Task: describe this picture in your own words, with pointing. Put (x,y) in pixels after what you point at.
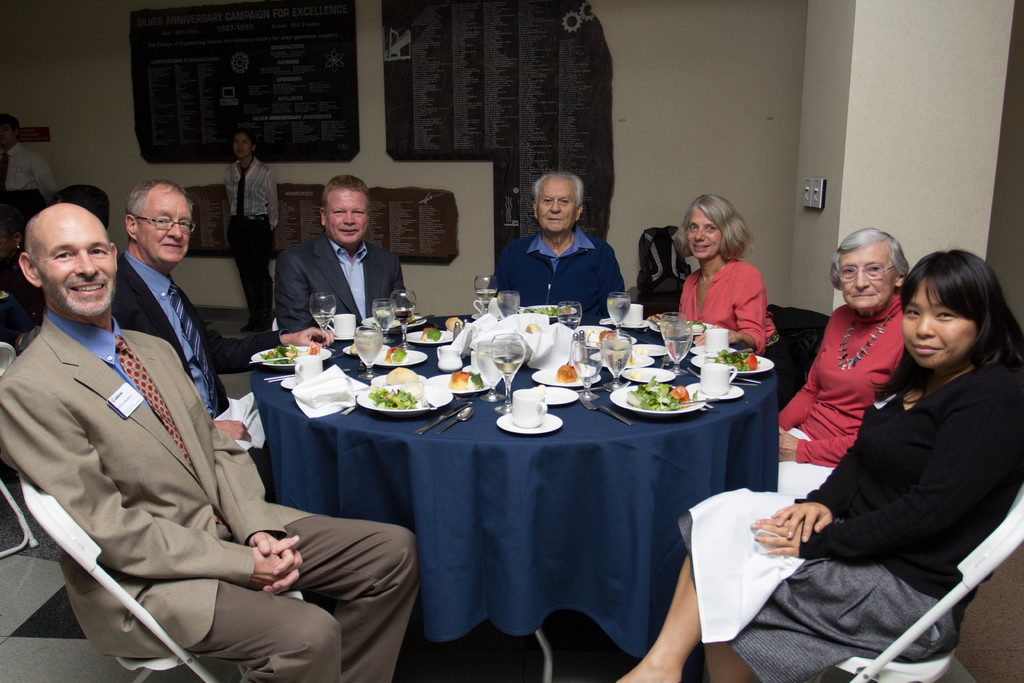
In this image there are few people (396,599) sitting on the chairs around the table (477,439). We can see plates (445,402) with food items (415,382), spoons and forks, glasses (505,370), cups (526,395) with saucer (546,417) and towels (530,344) placed on the table (515,385). In the background of the image (535,92) we can see a board (429,126) attached to the wall (622,138).
